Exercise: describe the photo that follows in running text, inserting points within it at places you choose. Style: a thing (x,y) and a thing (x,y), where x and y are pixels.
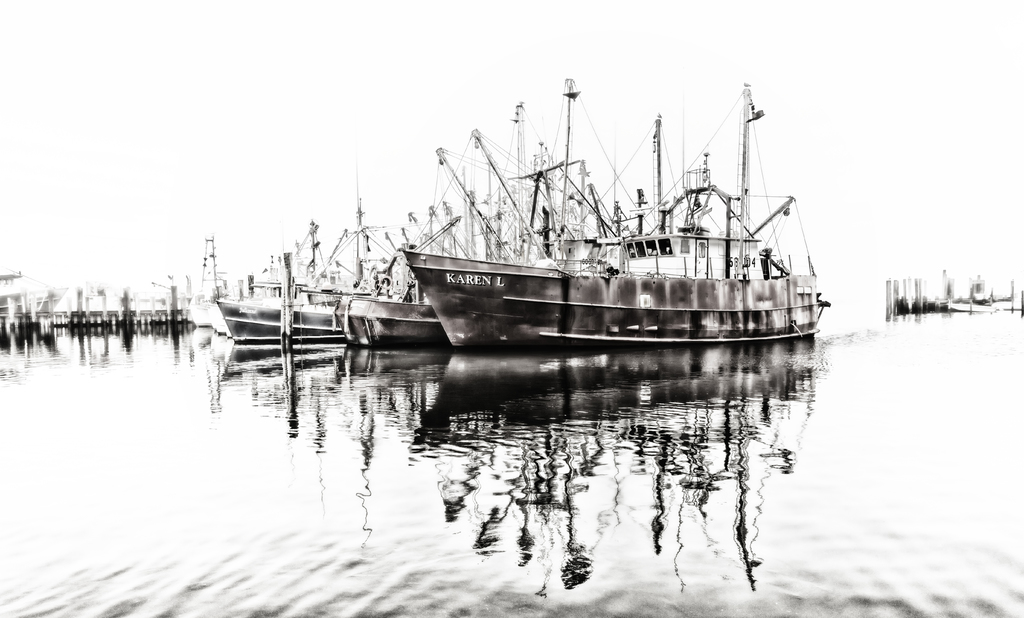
This is a black and white pic. Here we can see ships (409,247) on the water (138,559), ropes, metal objects (709,182) and sky (446,54).
